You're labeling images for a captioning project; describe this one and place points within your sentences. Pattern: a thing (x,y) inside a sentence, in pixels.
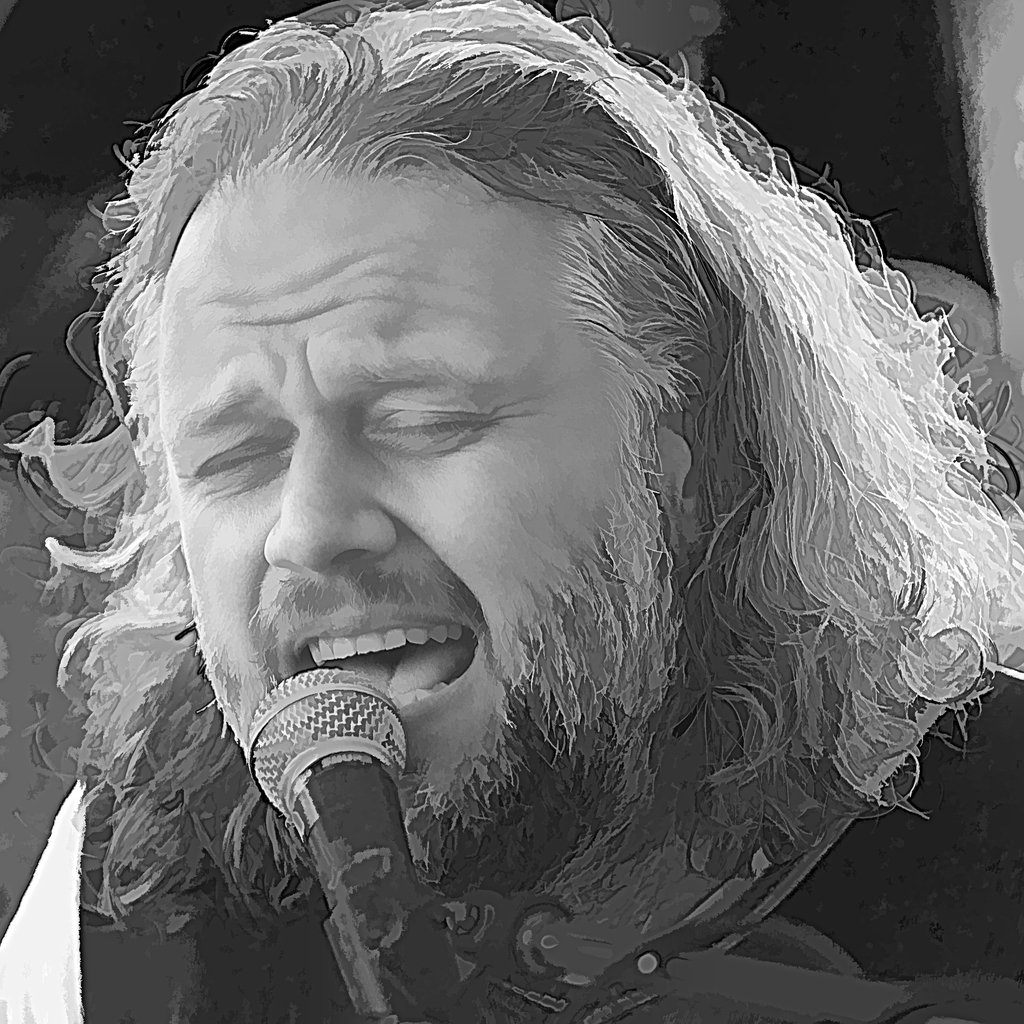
This is a black and white image. We can see a person (409,579) and a microphone (395,792).
